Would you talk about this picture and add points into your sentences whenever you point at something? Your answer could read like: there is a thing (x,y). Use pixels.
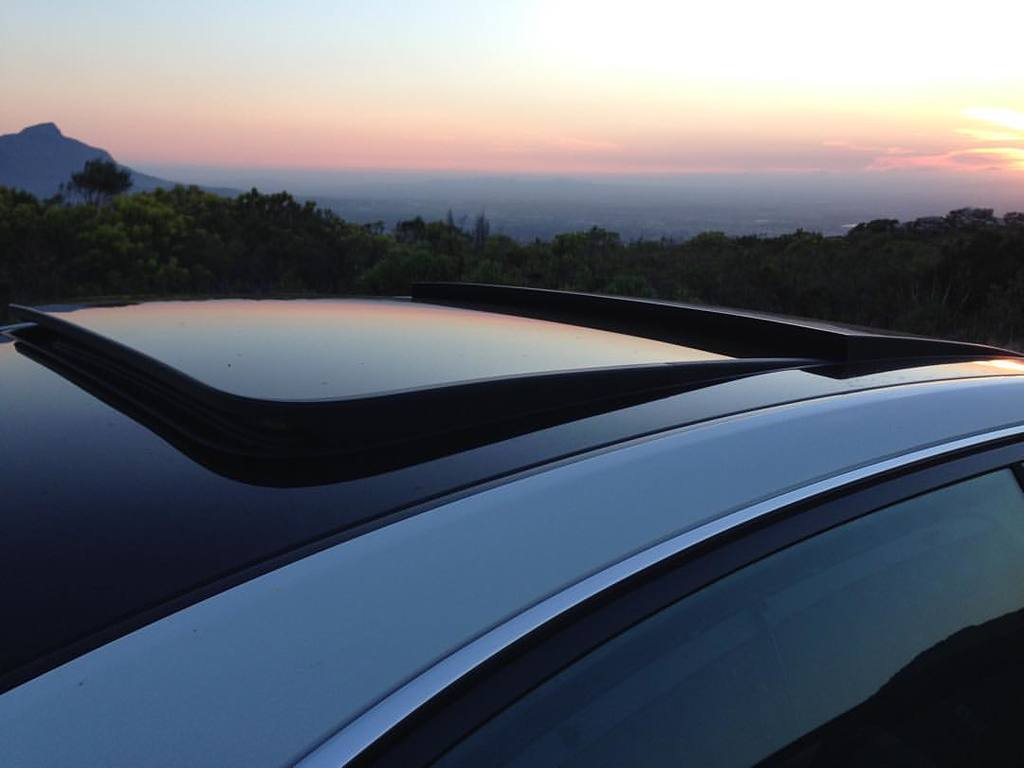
In this image there is a car (857,606), in the background (138,223) there are trees (697,258), mountain (65,157) and a sky (652,143).
